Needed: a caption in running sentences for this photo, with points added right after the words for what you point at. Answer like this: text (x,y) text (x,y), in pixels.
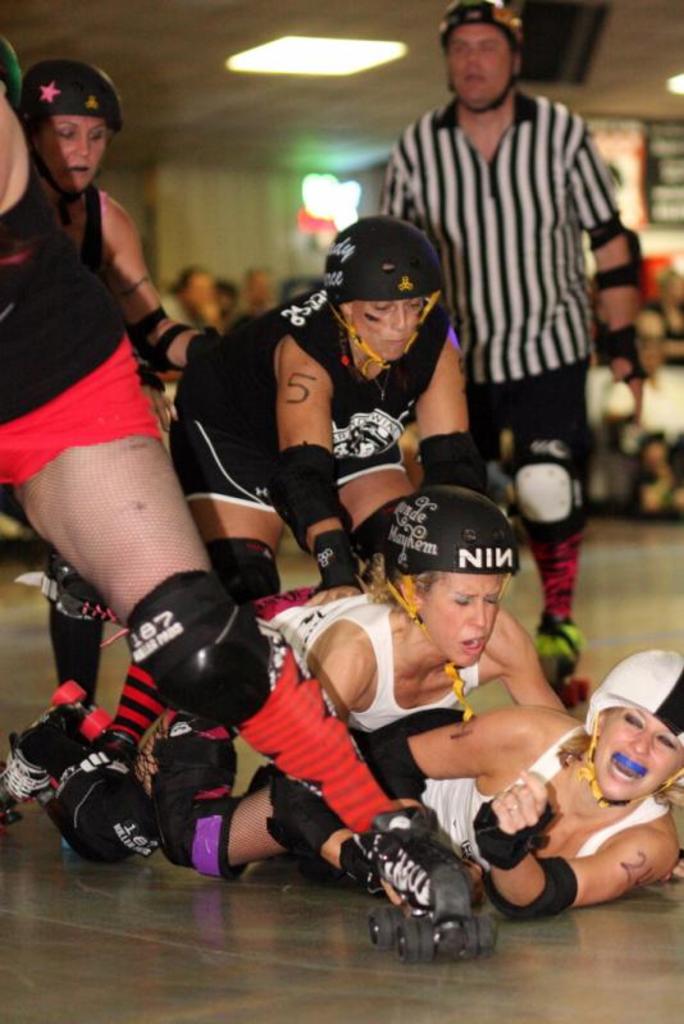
In this image we can see few people (166,459) wearing helmets (59,188), knee pads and elbow pads (395,789). They are wearing skating shoes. In the background (301,72) there are lights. And it is looking blur.
